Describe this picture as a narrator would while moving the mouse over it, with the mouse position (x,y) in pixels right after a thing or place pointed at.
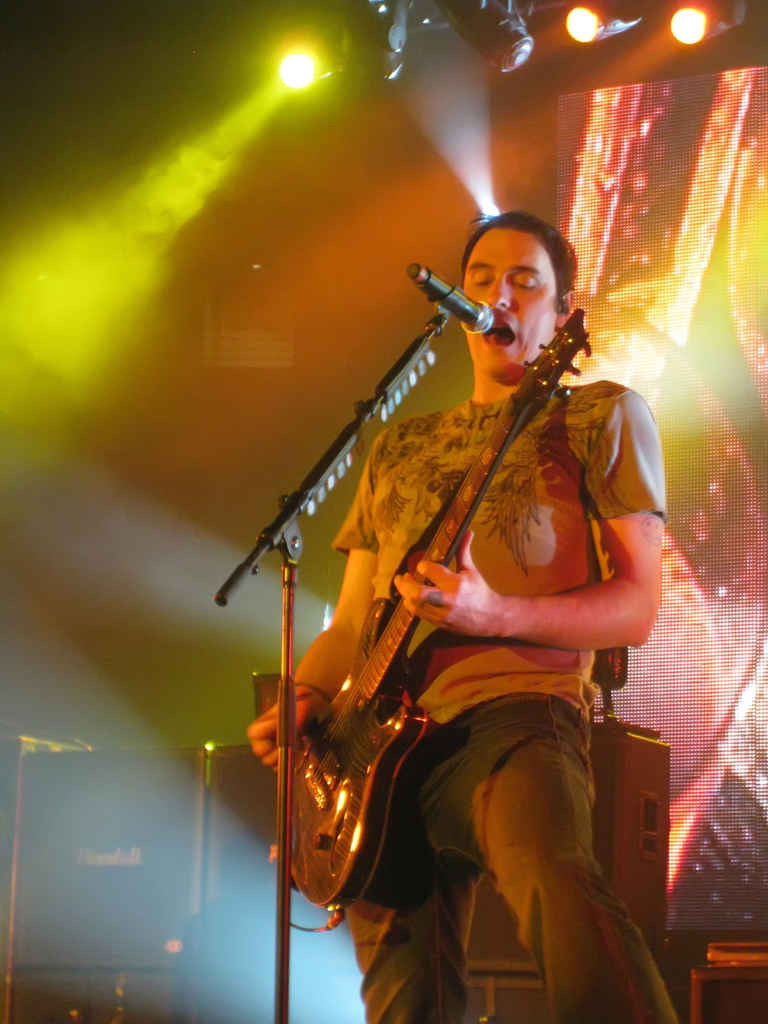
This is a picture of a person (567,539) who is holding a guitar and playing in front of a mike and behind him there are some speakers (138,778) and above him there are the lights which are yellow and orange color.
